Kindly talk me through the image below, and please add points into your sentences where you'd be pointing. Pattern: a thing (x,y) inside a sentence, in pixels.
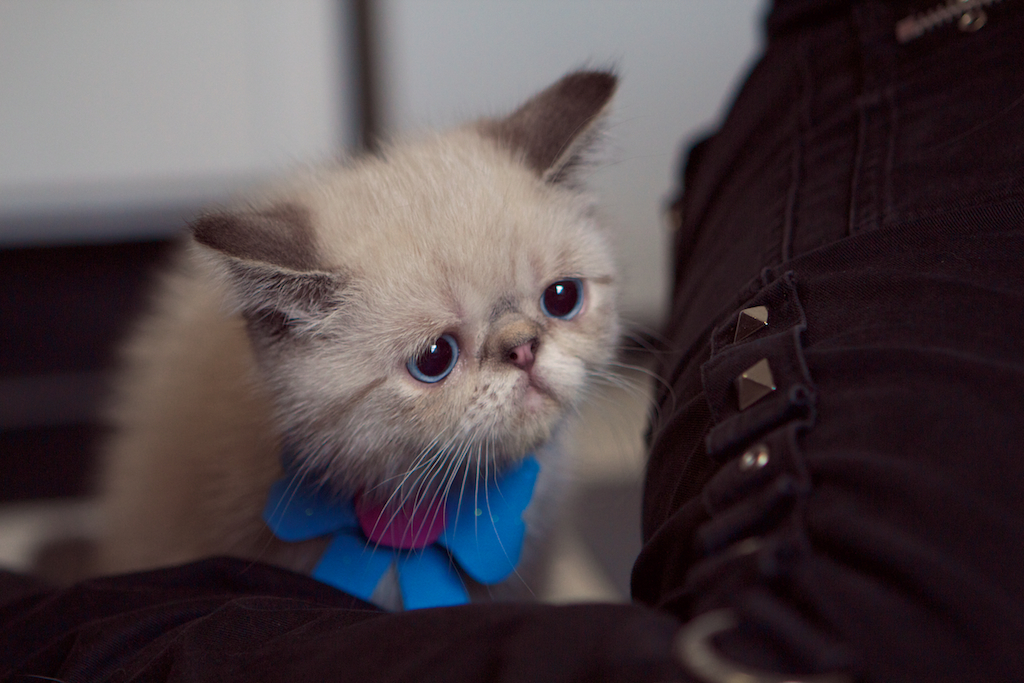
In this picture we can see cat (565,465) and cloth (776,422). In the background of the image (694,36) it is blurry and it is white.
